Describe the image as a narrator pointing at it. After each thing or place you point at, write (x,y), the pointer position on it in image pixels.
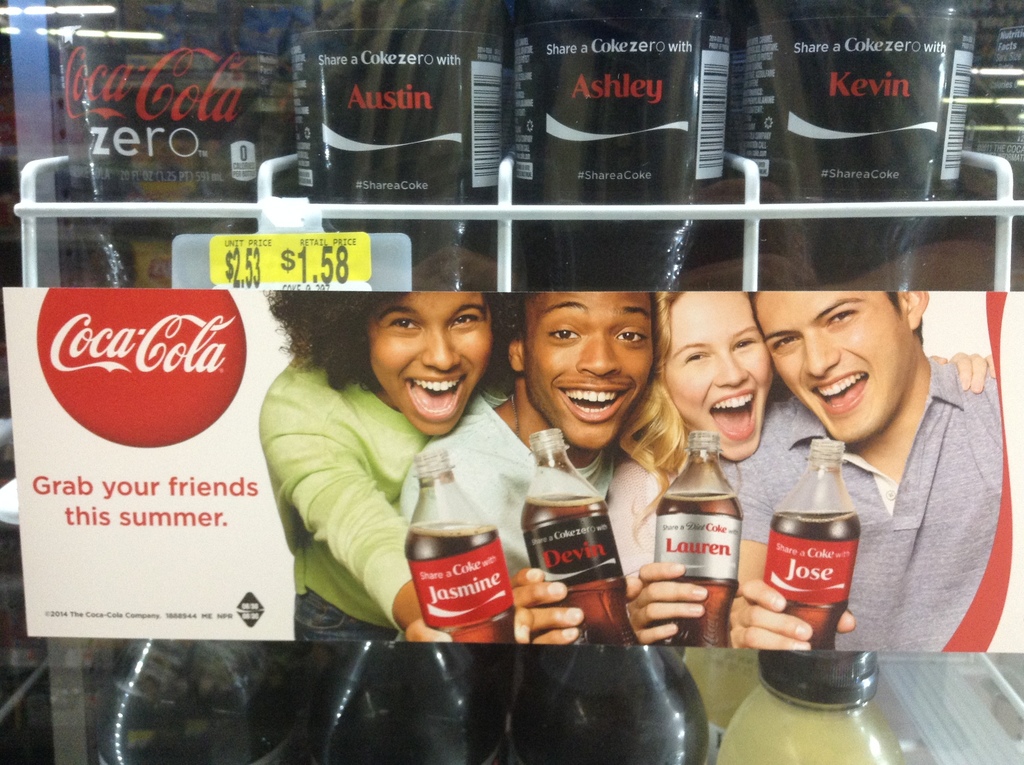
In this image I can see few people (389,529) are holding bottles (848,582), I can also see a smile (420,386) on their faces (543,369).
